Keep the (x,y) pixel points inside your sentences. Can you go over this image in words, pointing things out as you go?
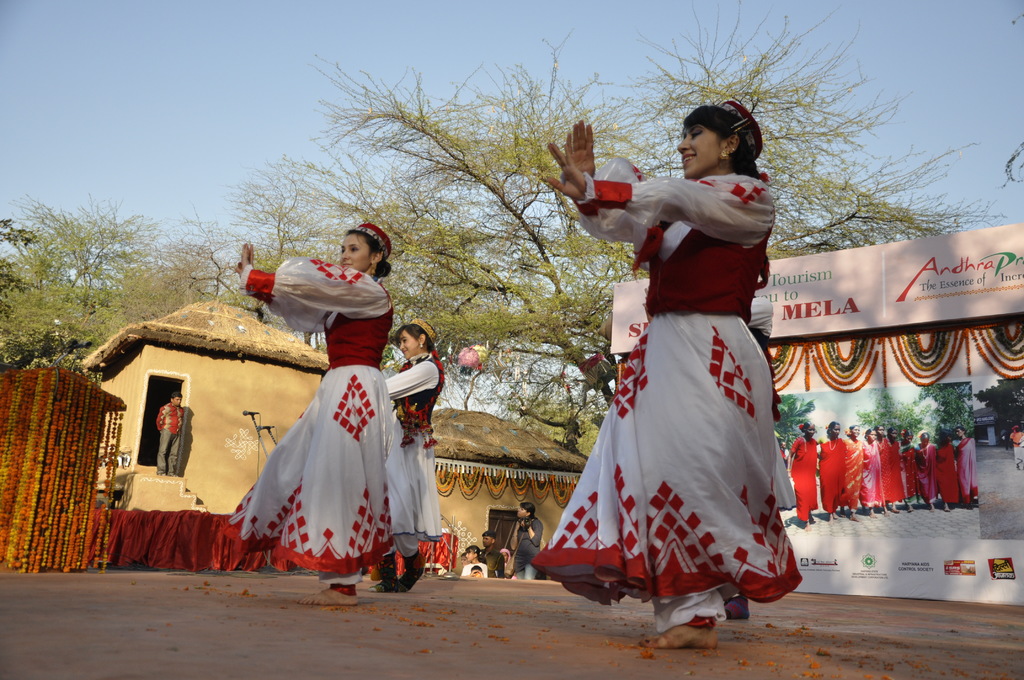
In this image, we can see three persons (599,457) wearing clothes (662,328) and dancing on the ground (517,618). There is a banner (924,362) on the right side of the image (924,362). There are some trees (402,208) and huts (208,319) in the middle of the image (504,448). In the background of the image (117,142), there is a sky (754,13).
